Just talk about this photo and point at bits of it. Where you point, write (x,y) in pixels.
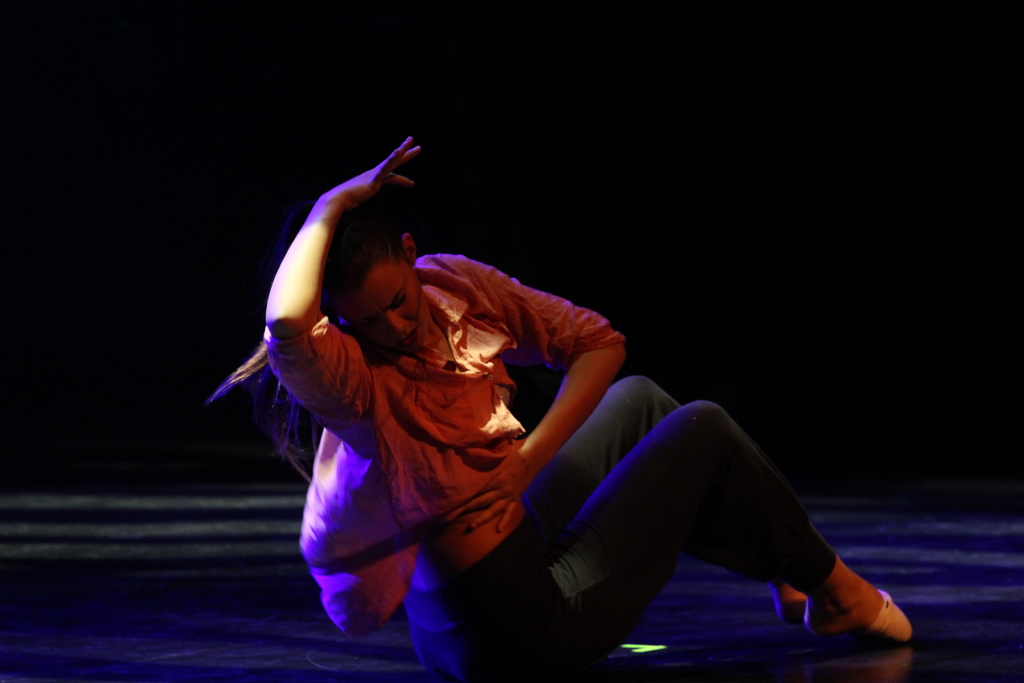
In this picture I can see a woman (422,445) sitting in front (448,419) on the floor (274,480) and I see that she is wearing a shirt (466,361) and pants (452,589). I can also see that, this picture is in dark.
